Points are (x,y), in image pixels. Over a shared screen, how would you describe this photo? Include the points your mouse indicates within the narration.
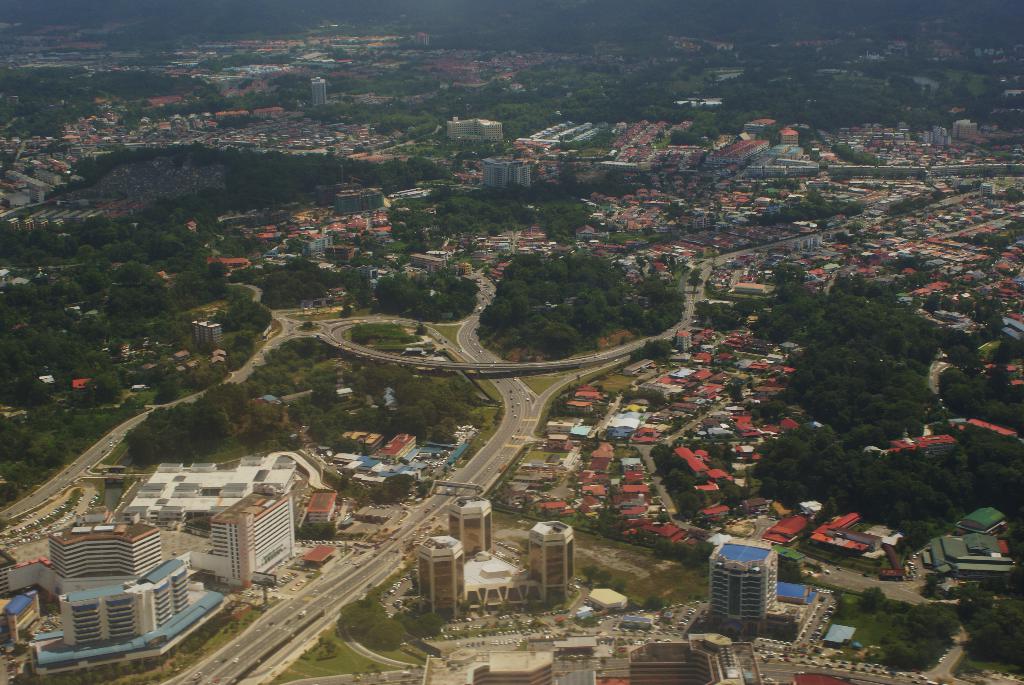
In this picture we can see few buildings (80,382), trees (3,238) and vehicles (304,616), in the background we can see a bridge (430,358).
